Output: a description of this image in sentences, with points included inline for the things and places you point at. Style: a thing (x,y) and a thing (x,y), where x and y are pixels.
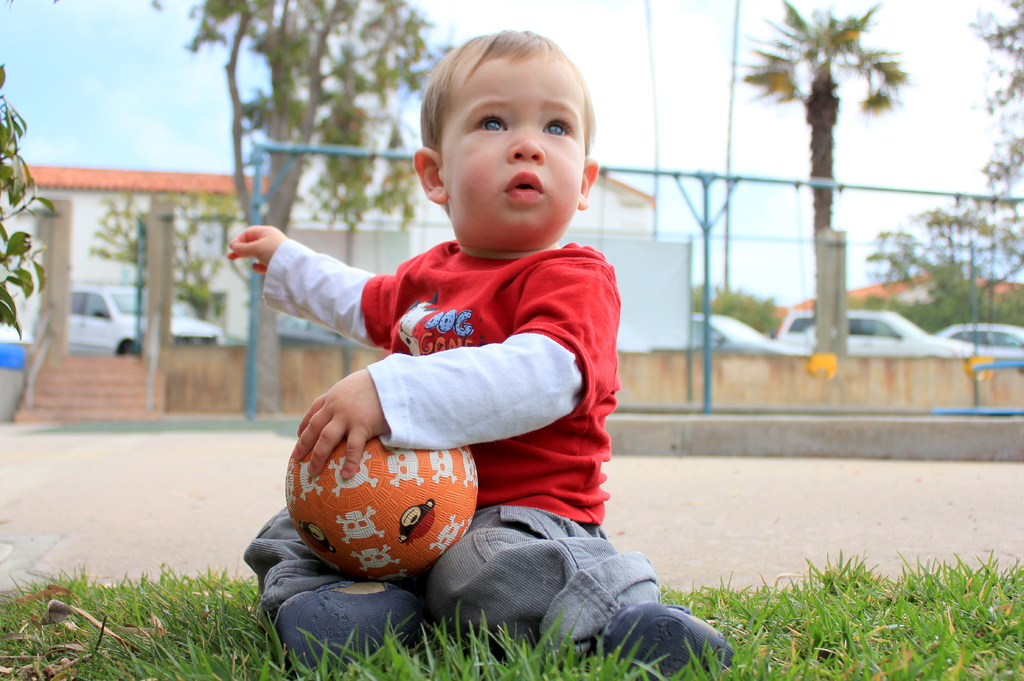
In this picture there is a kid (465,585), sitting on the grass (488,657) in the lawn (989,605), holding a ball (378,486) in his hands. In the background (411,111) there is a fence (250,356), trees (330,60) and a sky (648,61) with some clouds (686,79) here.
